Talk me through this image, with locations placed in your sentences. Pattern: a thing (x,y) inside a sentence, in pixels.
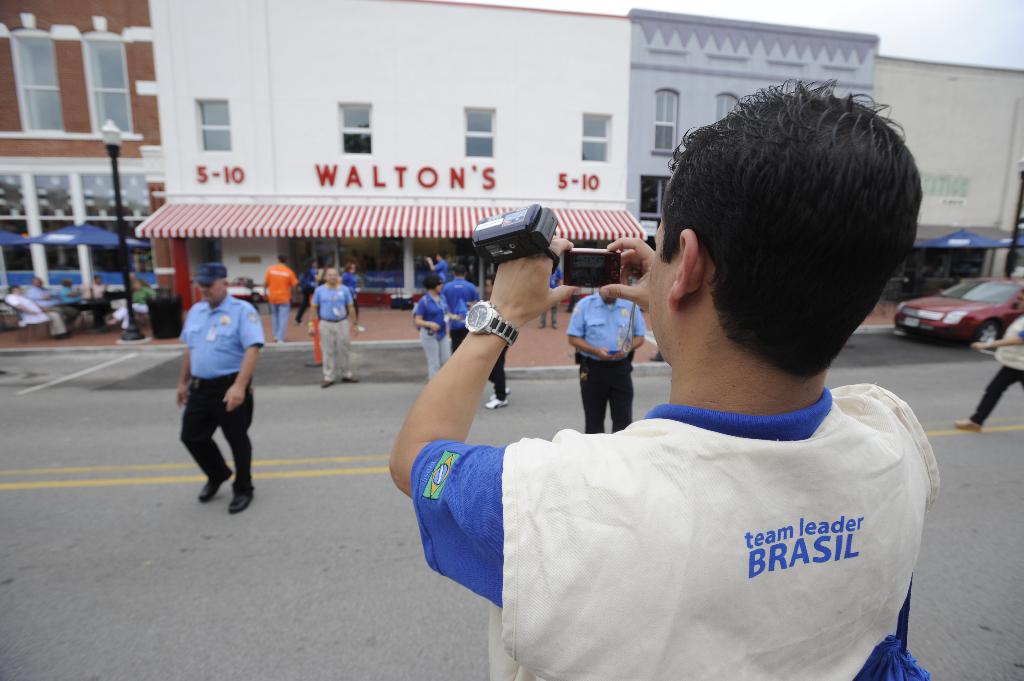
In this picture we can see a man (635,467) wore a watch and holding a camera (556,217) with his hands (623,286) and in front of him we can see a group of people (427,315) where some are walking and some are standing and some are sitting on chairs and in the background (49,289) we can see tents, sun shade (239,219), poles (124,282), buildings (633,85) with windows (112,116), some objects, sky (932,30).
